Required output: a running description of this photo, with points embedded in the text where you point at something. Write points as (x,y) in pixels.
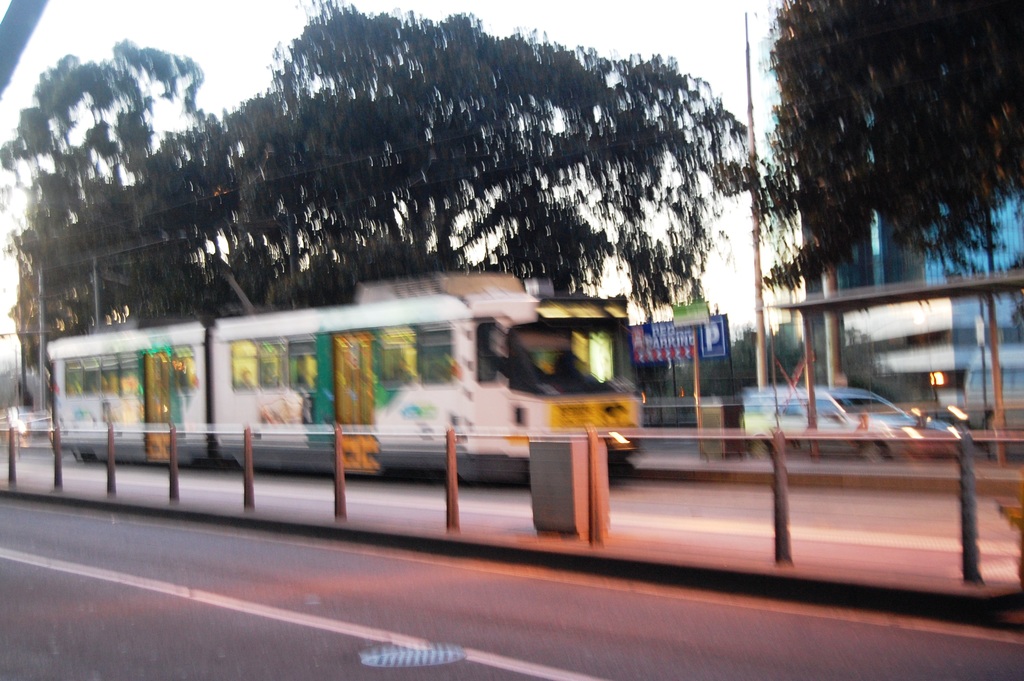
In this image I can see a divider (351,433), few vehicles (240,418) on the road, in front (184,442) the vehicle (218,415) is in white color, trees (813,273) in green color, a building (935,301) and the sky (708,78) is in white color.
